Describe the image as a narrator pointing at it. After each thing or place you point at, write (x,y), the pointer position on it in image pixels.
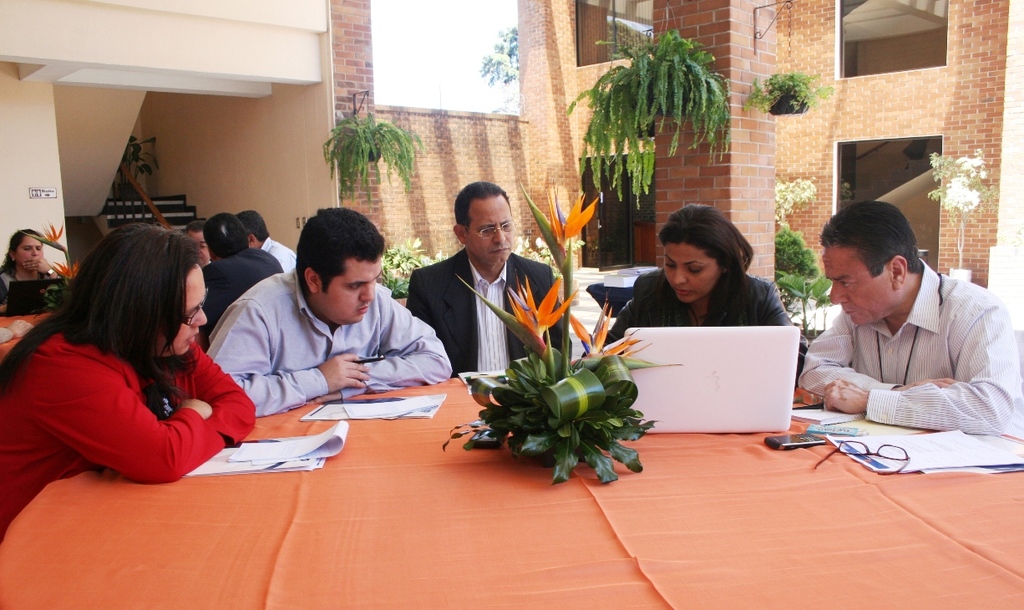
In this image we can see few people (37,359) sitting on chairs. There are a few objects (36,314) and tables (411,467). Behind the persons (60,362) we can see the wall (790,164) and houseplants (396,159). On the wall (817,121) we can see the window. At the top (457,60) we can see the sky (478,55) and a tree (502,57). In the top left (131,197), we can see the stairs (122,214).
